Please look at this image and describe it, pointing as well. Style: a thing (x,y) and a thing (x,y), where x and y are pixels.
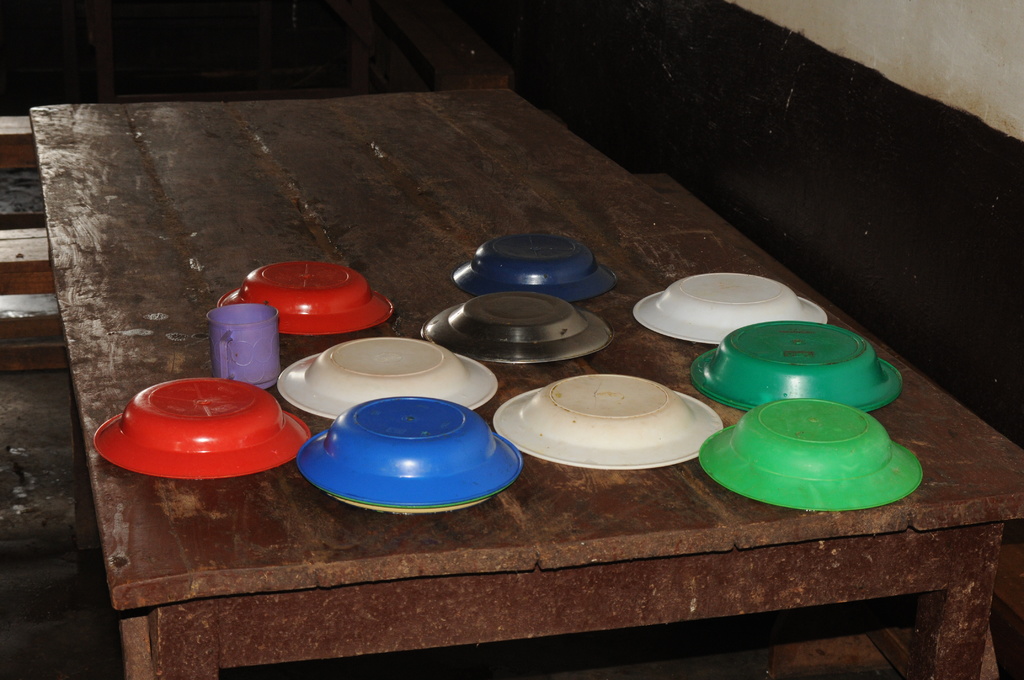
In this picture we can see the table (511,179) with a cup (253,339) and plates (420,347) on it. In the background (179,78) we can see a wooden object (31,291) and the wall (823,60).
